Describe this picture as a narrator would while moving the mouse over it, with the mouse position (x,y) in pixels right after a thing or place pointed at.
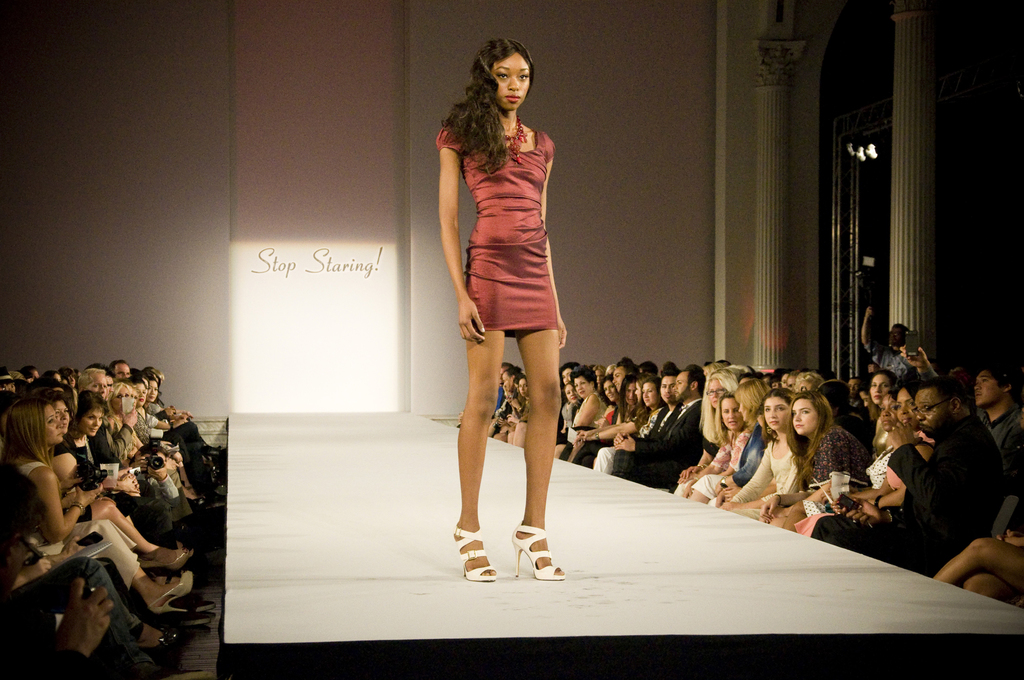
In the middle of this image (519,233), there is a woman (504,118) in a brown color dress (526,211), standing on a white color platform (506,507). On both sides of this platform (354,544), there are persons (687,373) in different color dresses (674,412), sitting. In the background (372,258), there is a text (326,267) on a white wall (370,245) and there are two pillars (919,105) and lights (869,149).
